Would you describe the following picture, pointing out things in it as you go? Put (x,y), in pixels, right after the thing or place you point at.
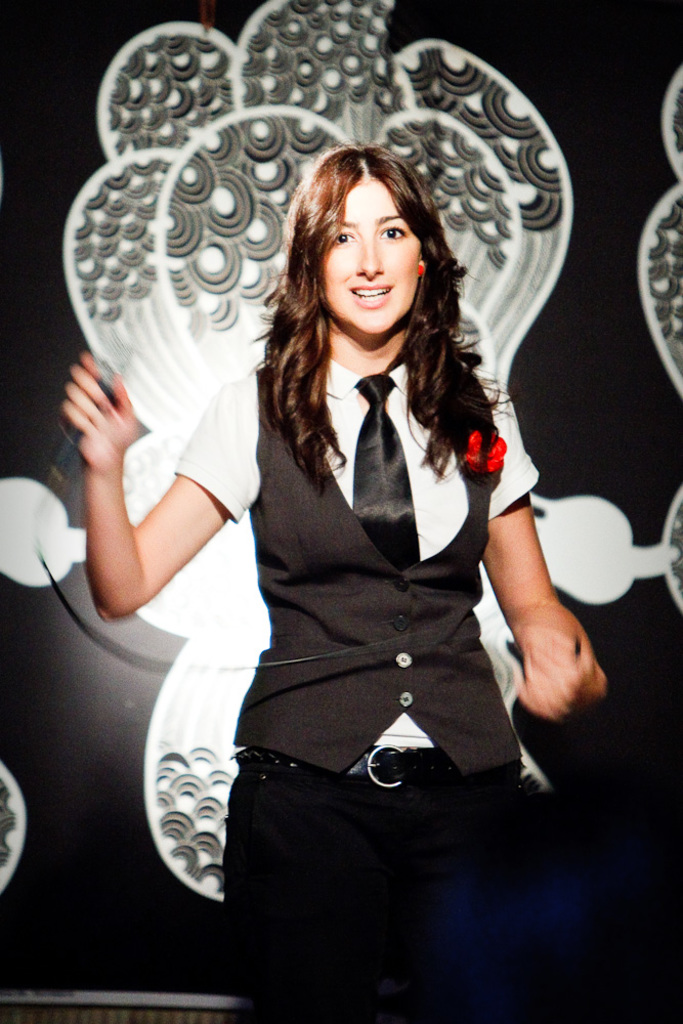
In the center of the picture (229,401) there is a woman (380,604) holding a mic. In the background (200,95) it is wall (240,184), on the wall (592,313) there are designs (190,140).
